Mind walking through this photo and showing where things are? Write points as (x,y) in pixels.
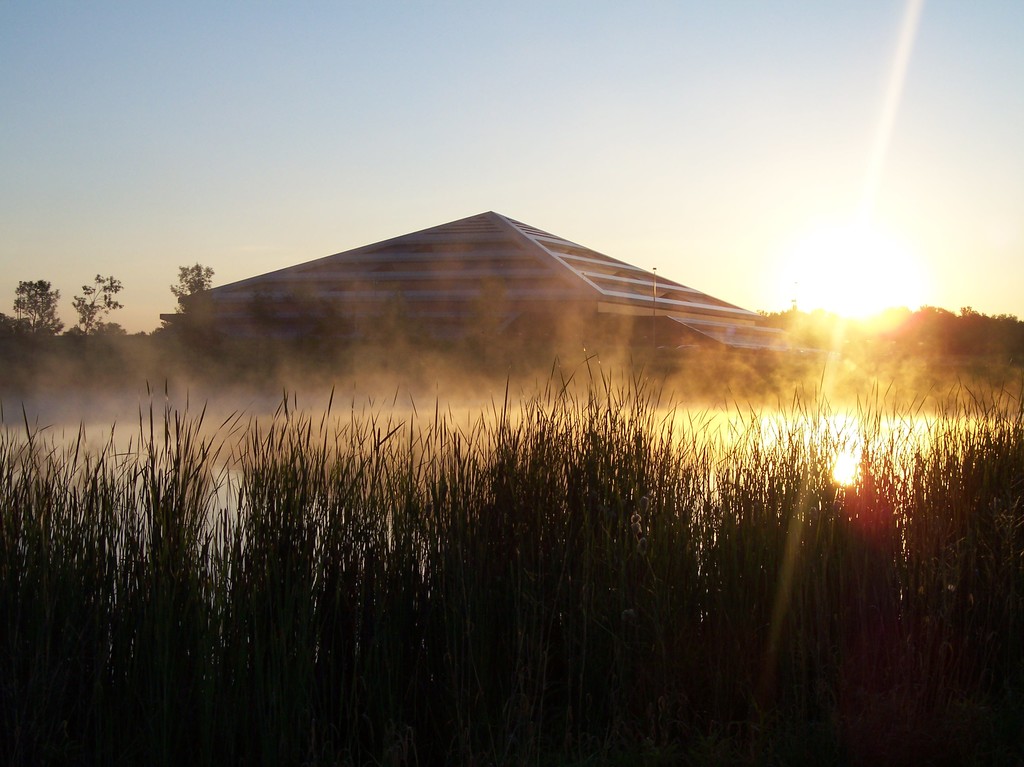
In the center of the image (462,296) there is a building (258,292). At the bottom of the image (129,609) we can see water (855,425) and plants (642,632). In the background (572,91) there are trees (89,316) and sky (622,248).
